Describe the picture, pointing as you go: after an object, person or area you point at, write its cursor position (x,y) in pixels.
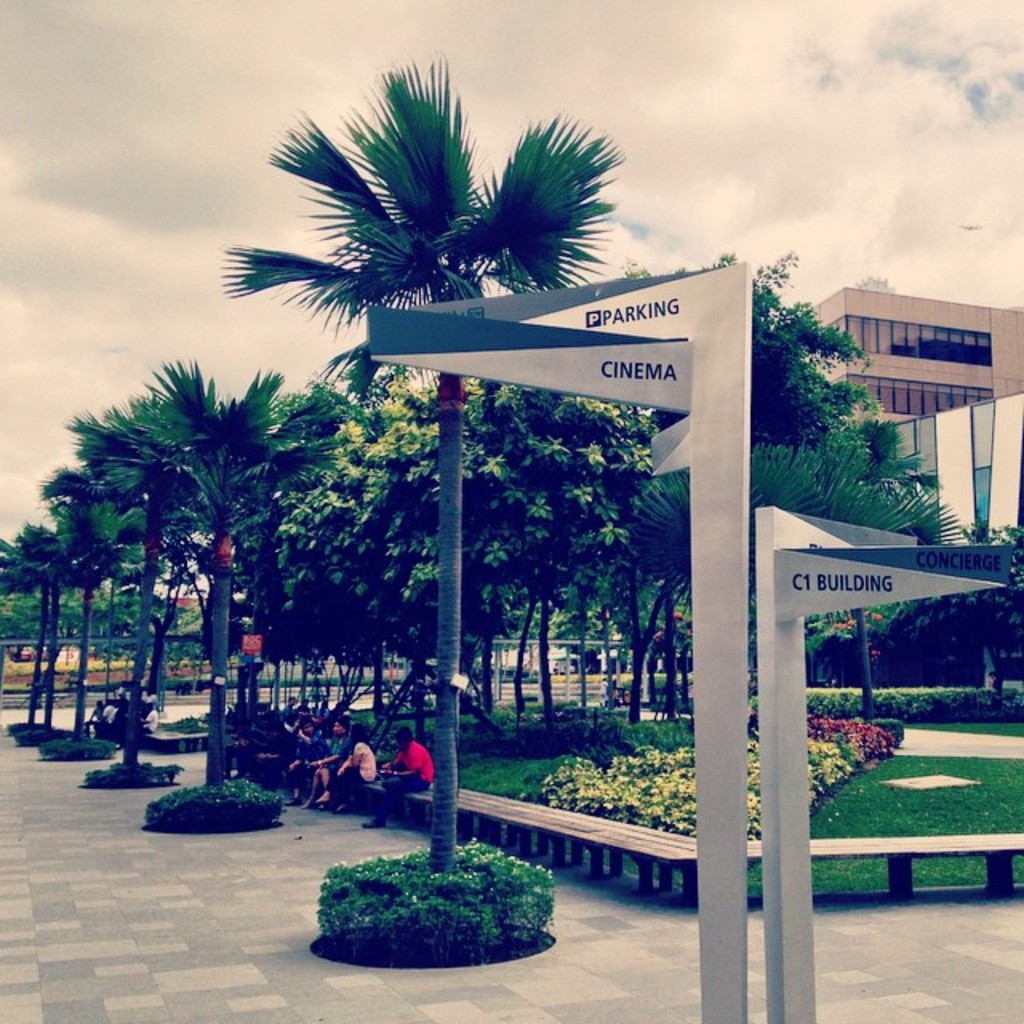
In this image there is the sky (701,78) towards the top of the image (112,80), there are clouds (717,108) in the sky (668,106), there are buildings (948,418) towards the right of the image (956,392), there are trees (475,479), there are plants (593,764), there are group of persons (371,773) sitting, there is grass (923,811), there are poles (763,835), there are boards (583,364), there is text (654,367) on the boards (798,558).
